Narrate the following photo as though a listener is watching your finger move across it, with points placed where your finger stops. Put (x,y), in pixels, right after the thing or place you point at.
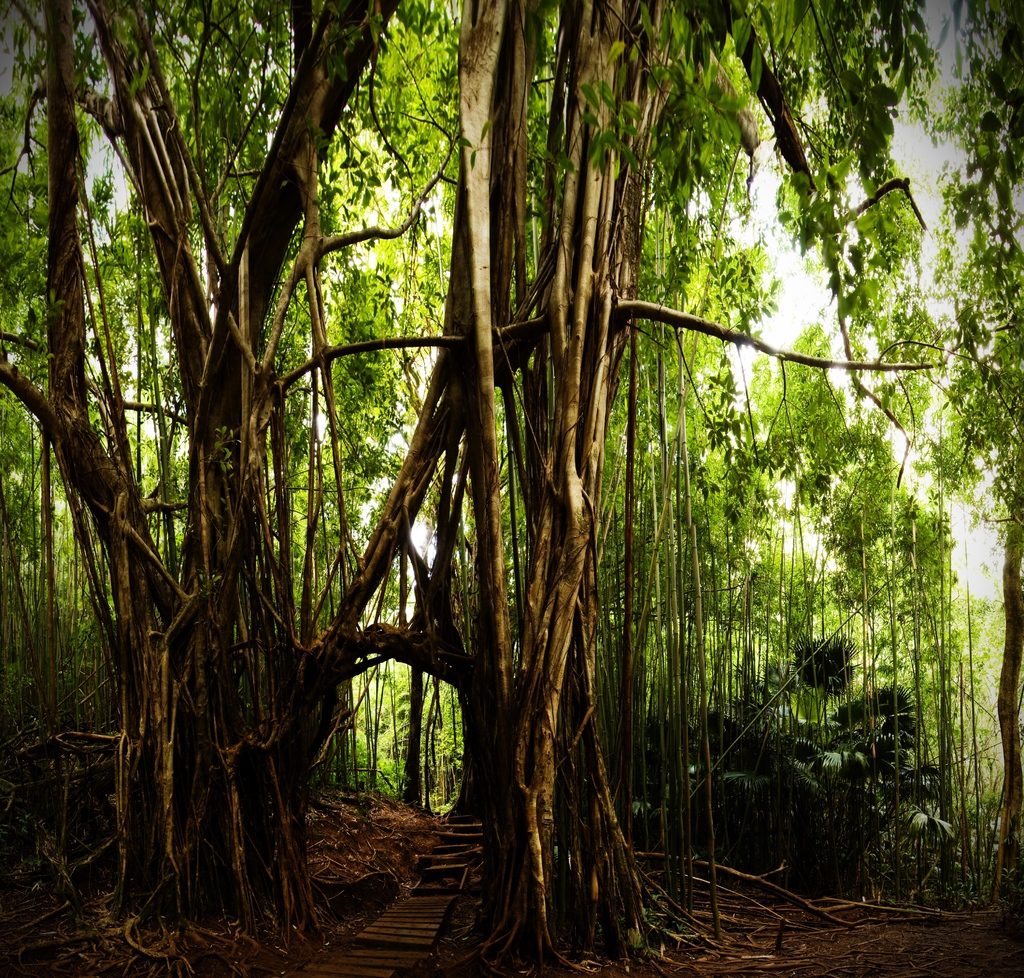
In this image there are trees (286,756).
